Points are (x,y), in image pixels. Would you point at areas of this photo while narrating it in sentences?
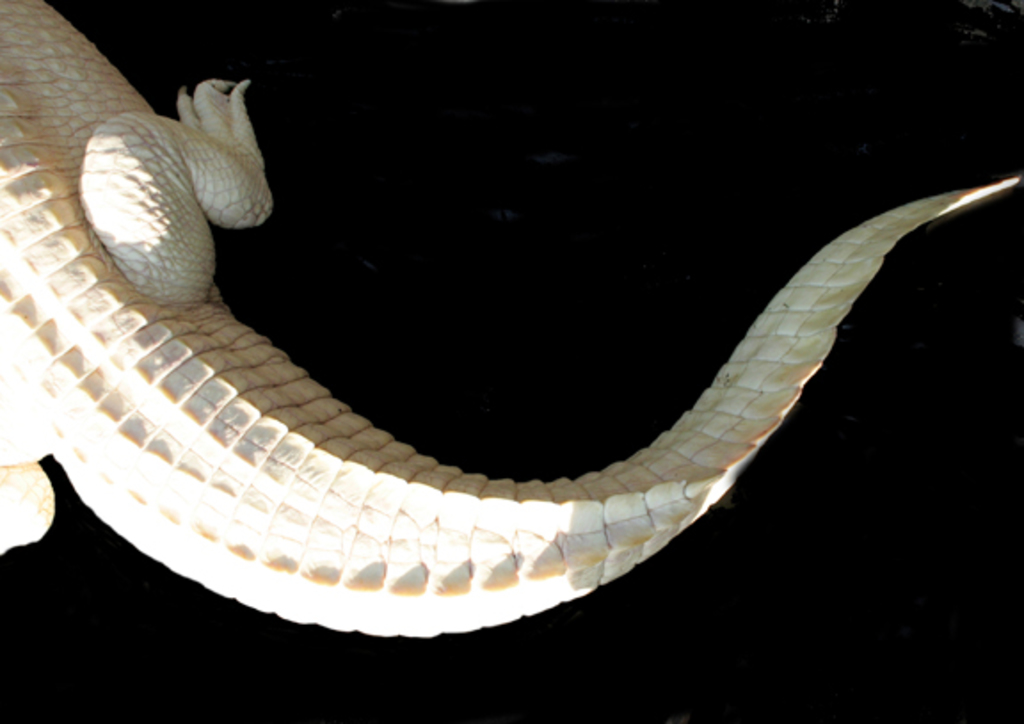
It looks like a crocodile (49,69).
